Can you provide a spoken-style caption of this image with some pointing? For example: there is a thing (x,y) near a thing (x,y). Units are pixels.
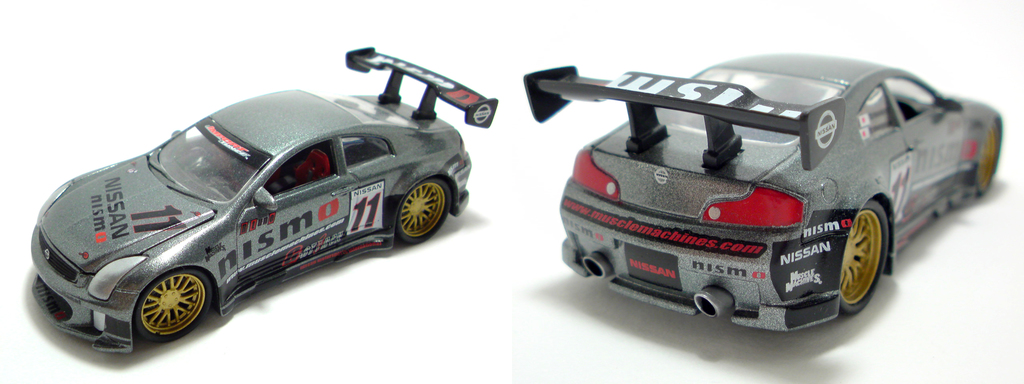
In this image I can see two cars (258,186) which are grey, black, red and white in color and I can see the wheels (175,287) of them are black and yellow in color. I can see they are on the white colored surface (487,90).
